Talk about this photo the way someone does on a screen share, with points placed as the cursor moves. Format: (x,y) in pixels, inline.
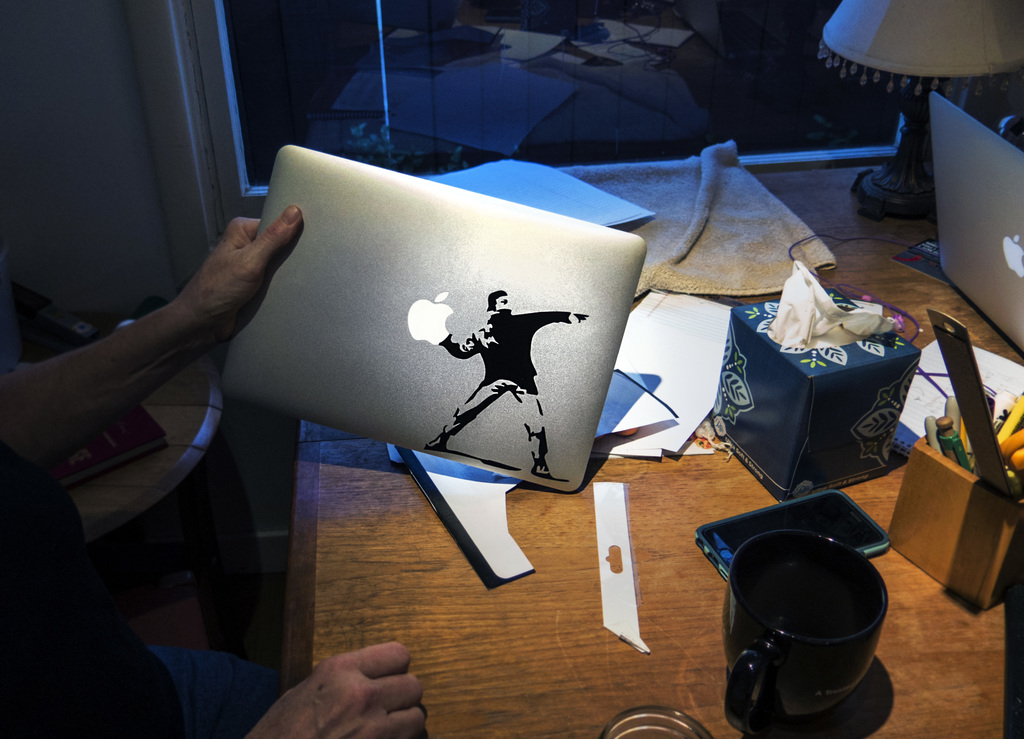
This image is taken indoors. At the bottom of the image (570,647) there is a table (692,601) with a mobile phone (710,549), a pen holder (924,461), a tissue box (829,376), a few papers (651,343), a napkin (710,225), a laptop (1019,264), a lamp (946,54) and a few things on it. In the background (122,226) there is a wall (111,218) and there is a window (386,62). On the left side of the image (129,482) there is a table (168,446). There is a person (89,635) and he is holding a laptop (312,278) in his hand (257,255).
